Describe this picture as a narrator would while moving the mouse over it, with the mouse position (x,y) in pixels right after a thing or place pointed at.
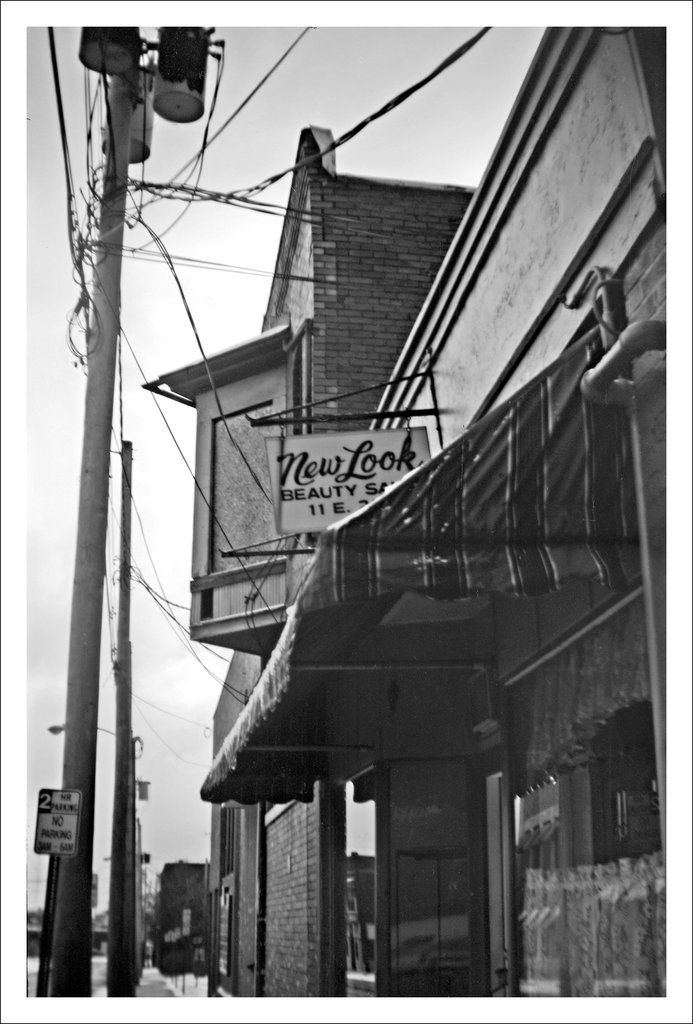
In this picture we can see buildings (429,863), sun shade (285,736), signboard (46,806), poles (87,629), wires (143,191) and in the background (274,77) we can see the sky (366,145).
